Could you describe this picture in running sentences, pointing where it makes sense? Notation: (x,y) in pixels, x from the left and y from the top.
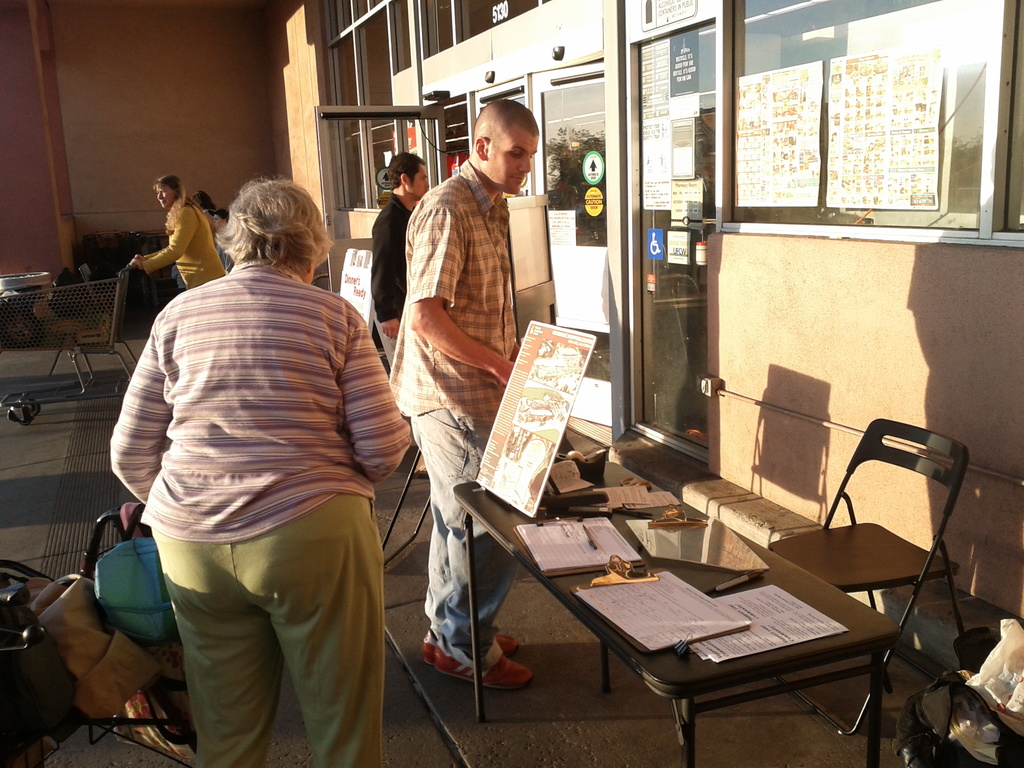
In this image in the center (386,256) there are some persons (194,461) standing, and on the right side of the image (816,605) there is table (835,642). On the table (697,536) books (698,596) and board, beside the table (783,566) there is one chair (917,561) and in the bottom right hand corner (956,690) there are some objects (962,684). And on the right side (960,163) there is a building (629,71), glass door (677,336), windows (959,140). On the windows (1006,137) and door (576,130) there are some posters (933,134), and in the background (199,225) there are some people (208,215) who are holding trolley (84,353) and walking. And on the left side (279,426) there is one woman (266,529) who is holding bags (130,615) and standing, at the bottom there is floor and in the background (147,195) there is wall (161,45) and some plants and pillar (38,224).
